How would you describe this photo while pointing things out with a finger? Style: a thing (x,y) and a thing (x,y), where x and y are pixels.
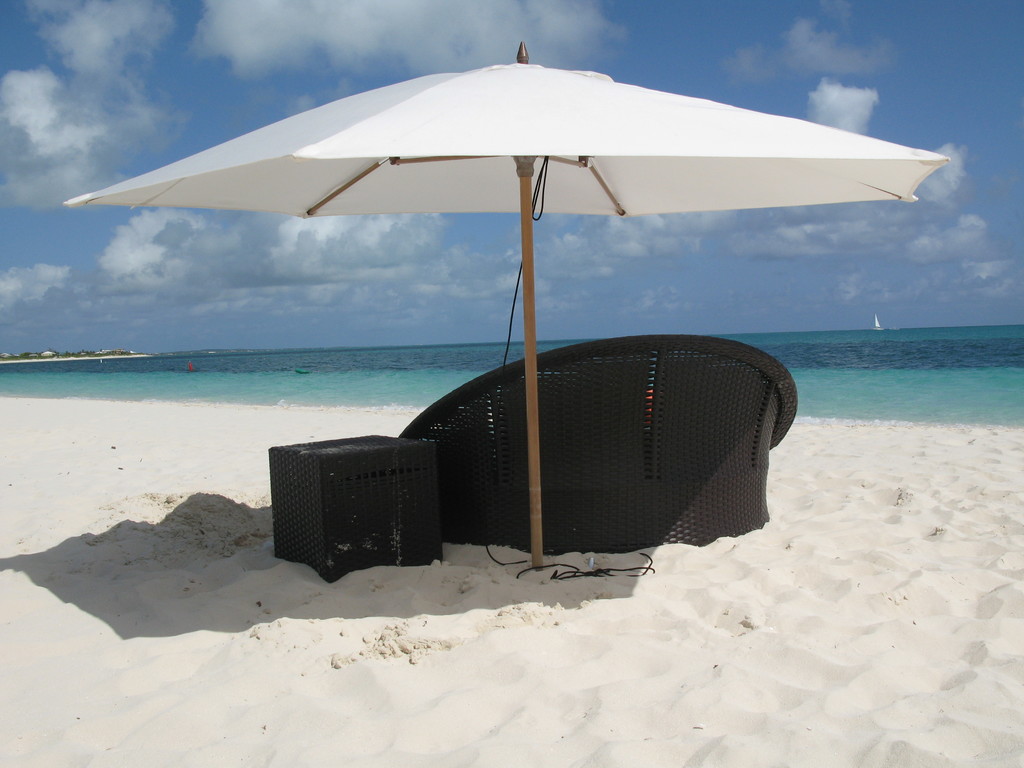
In this picture we can see an umbrella (533,345), and, chair (606,523), cable (571,572) and an object (386,472). In the background of the image (895,380) we can see boat (877,318) on the water (875,350) and sky (867,110) with clouds (823,109).
